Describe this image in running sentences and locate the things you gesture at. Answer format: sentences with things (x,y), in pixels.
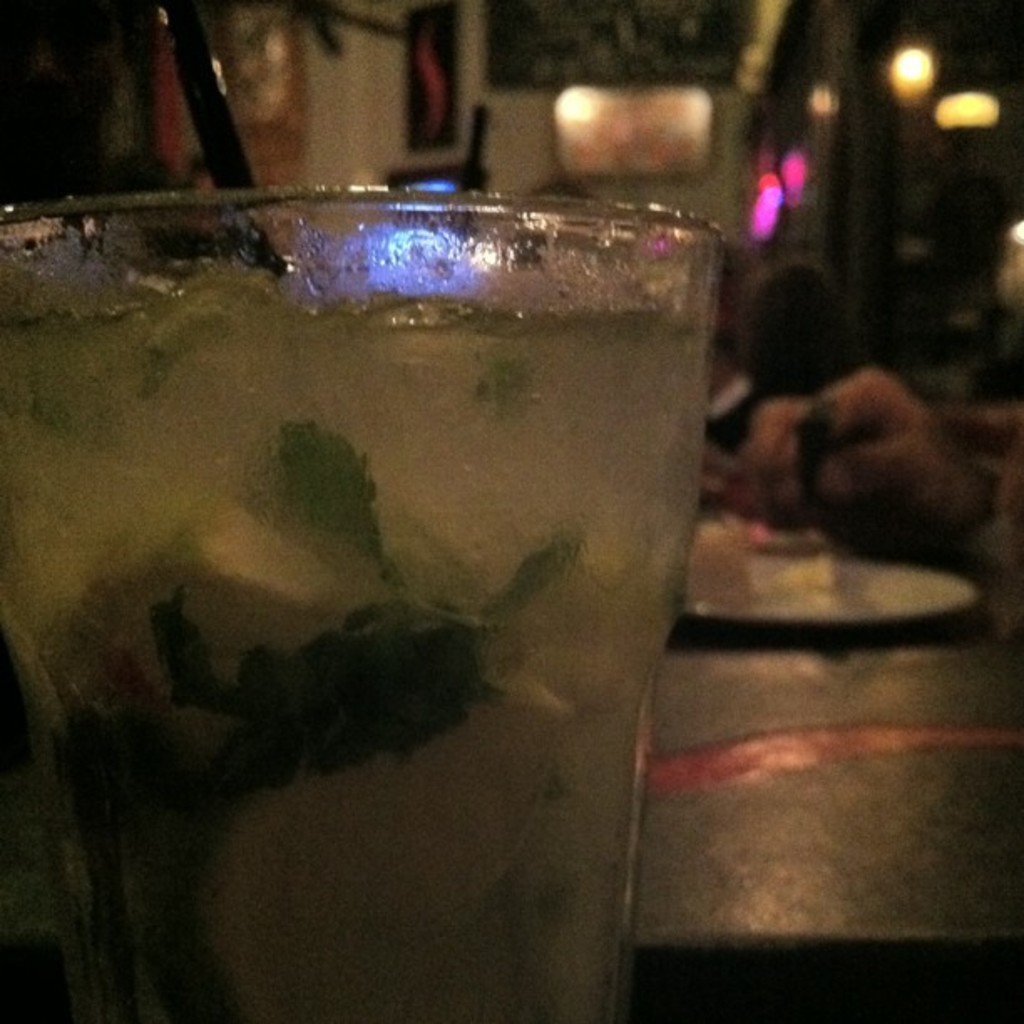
In this picture I can see a glass (627,627) with some liquid (431,598) and a plate (795,585) on the table (782,755) and I can see a human hand (884,532) and few lights (797,175) and I can see blurry background (556,81).
